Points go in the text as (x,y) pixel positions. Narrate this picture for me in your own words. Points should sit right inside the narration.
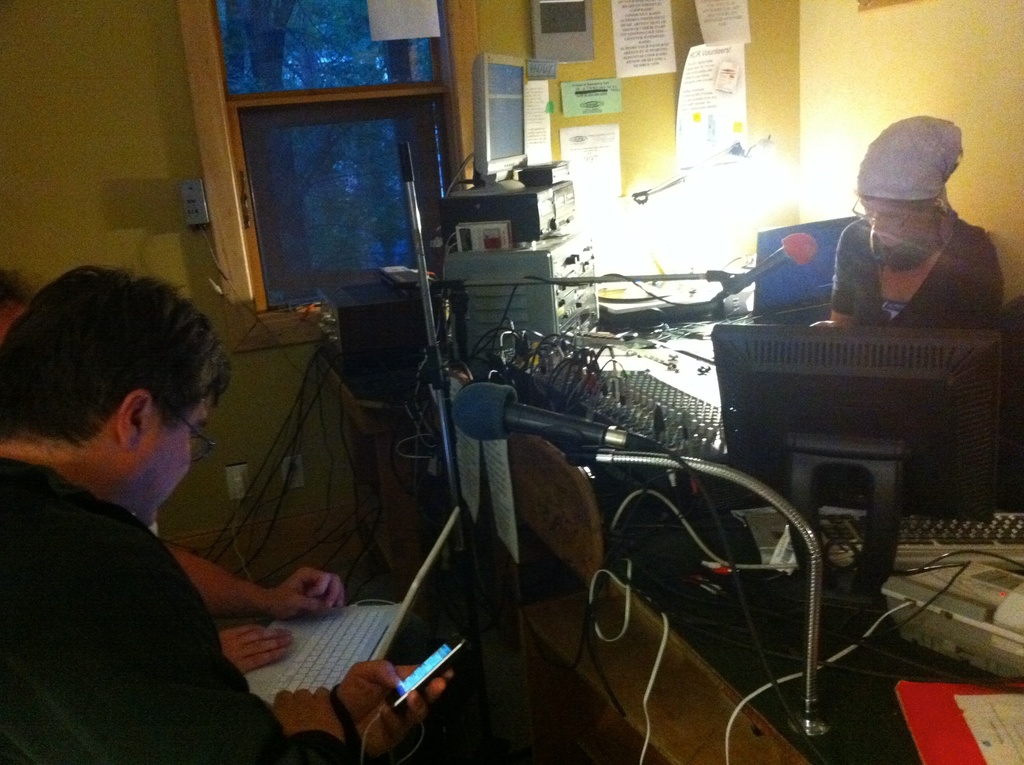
This picture might be taken inside the room (176,508). In this image, on the left side (202,566), we can see people (228,593), one man (234,610) is holding a laptop (312,672) and another person (203,696) is holding mobile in his hands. On the right side (802,564), we can see a table (1002,679), on that table (1005,696), we can see a microphone (592,435), monitor (877,533), keyboard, electric wires (516,363), telephone (937,632), audio mixer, we can also see a person (989,250) sitting on the chair (1006,389) in front of the table (572,758). In the background (645,268), we can see a wall (782,15) with some papers (562,151), windows (285,120).
